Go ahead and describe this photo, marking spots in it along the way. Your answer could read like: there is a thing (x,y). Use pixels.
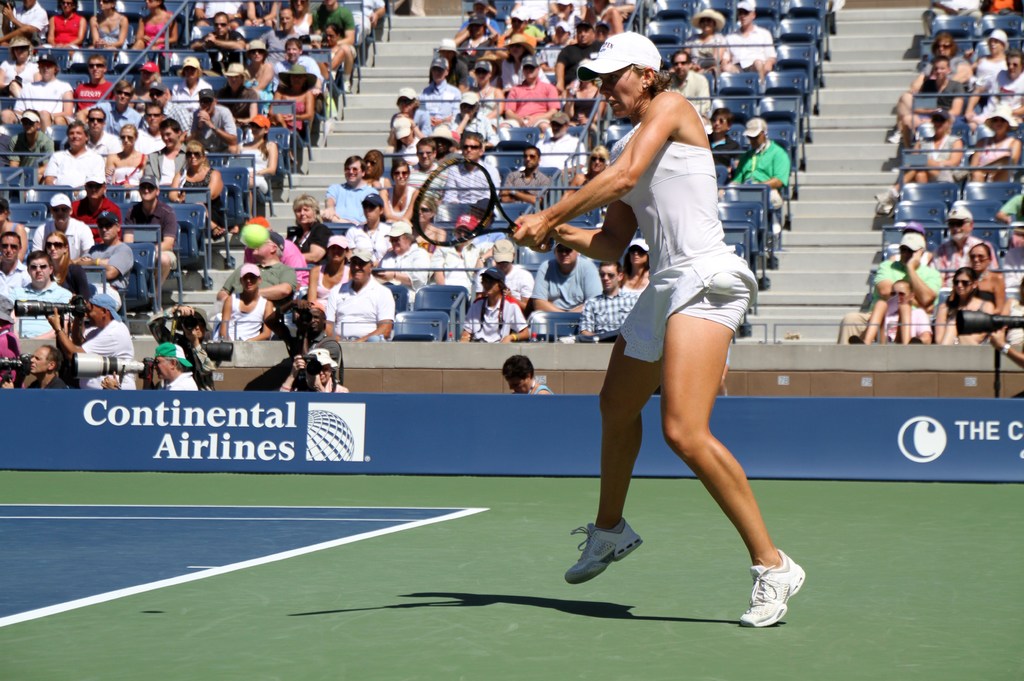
A lady (687,161) is playing tennis in the court (589,619). In the background (247,262) we observe spectators (143,173) sitting in the chairs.
